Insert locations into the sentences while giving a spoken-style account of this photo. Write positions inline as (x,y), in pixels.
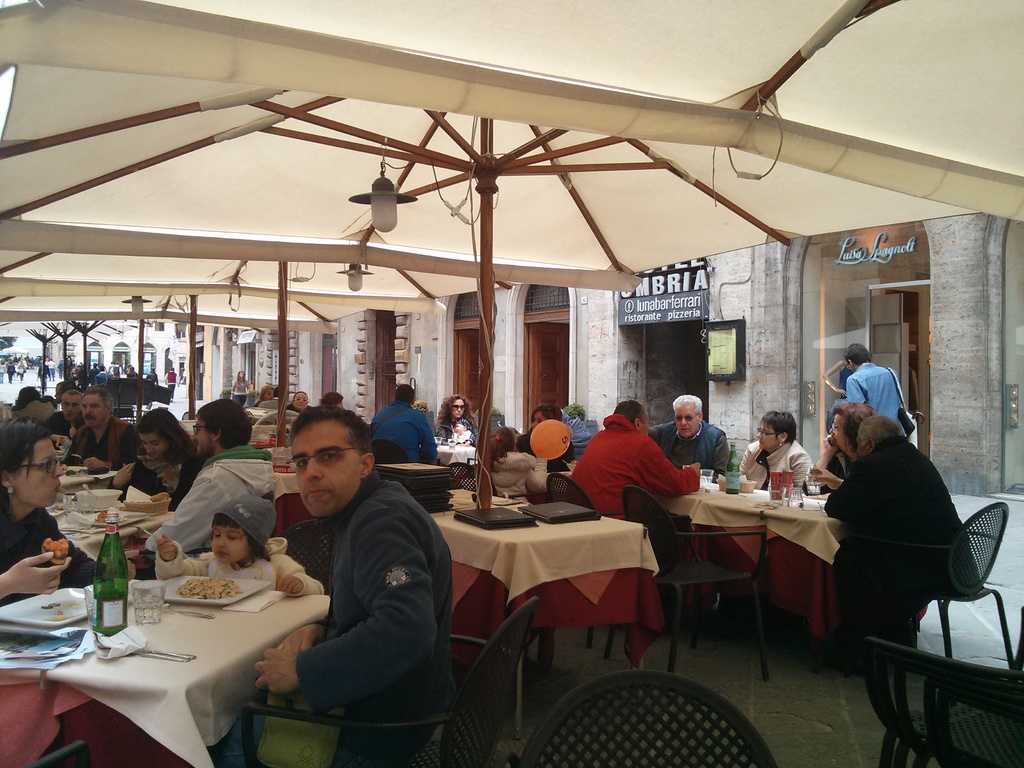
This picture shows a restaurant (728,418) where group of people (344,682) seated and having food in the plates (248,590) and we see glasses (155,587) and water bottles (114,531) on the table (262,645).
